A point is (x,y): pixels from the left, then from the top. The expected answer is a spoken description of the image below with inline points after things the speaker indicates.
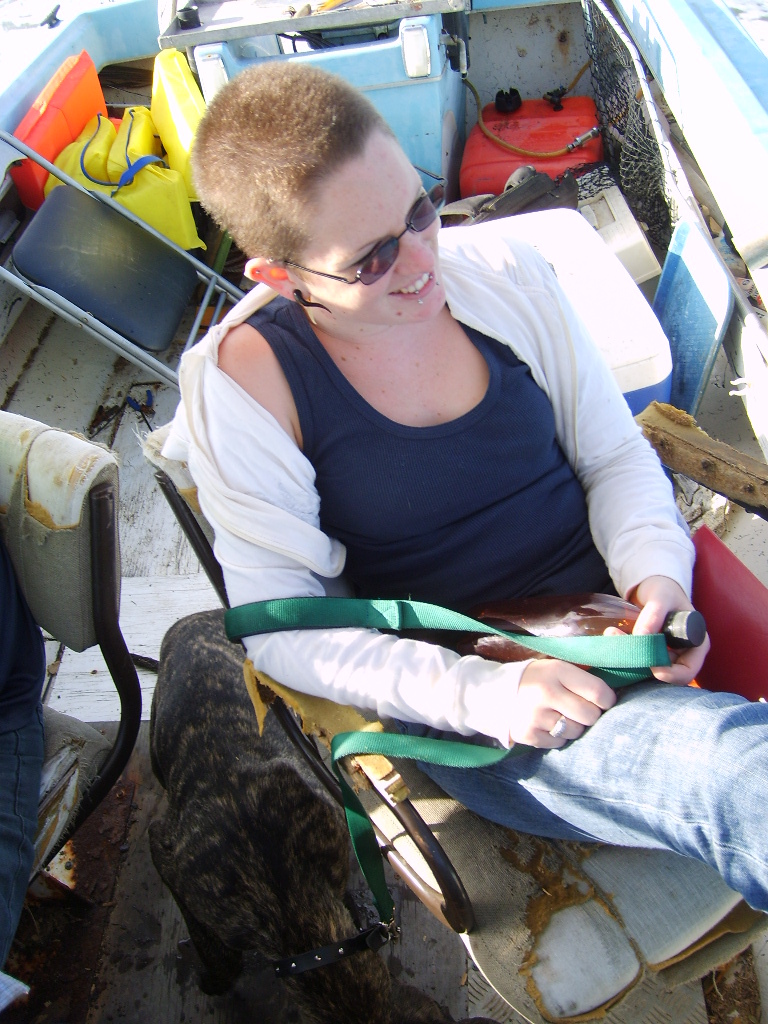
There is a lady (339,433) wearing goggles (329,277) is holding a belt (524,645) and a bottle (554,600) is sitting on a chair (509,888). Near to her there is an animal (248,860). In the back (134,309) there are chairs (140,354). And there are many other items (373,73).
